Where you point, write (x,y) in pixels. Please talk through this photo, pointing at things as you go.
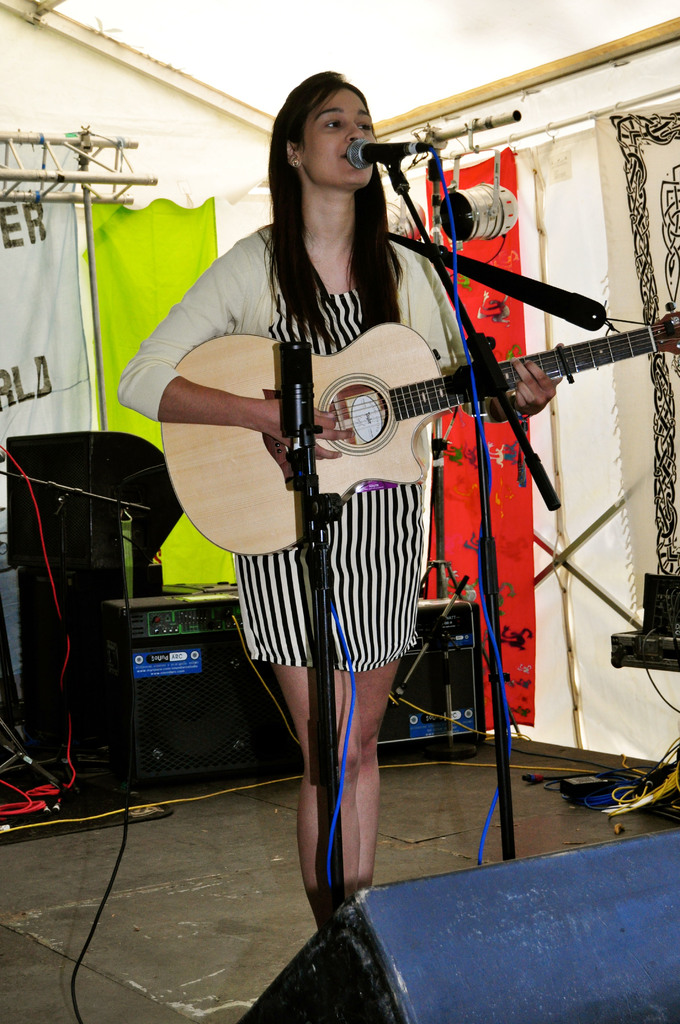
In this image we can see a woman (260,253) is standing and singing, and playing the guitar (368,382), and at back (54,555) there are some objects (74,538), and here is the curtain (627,280).
